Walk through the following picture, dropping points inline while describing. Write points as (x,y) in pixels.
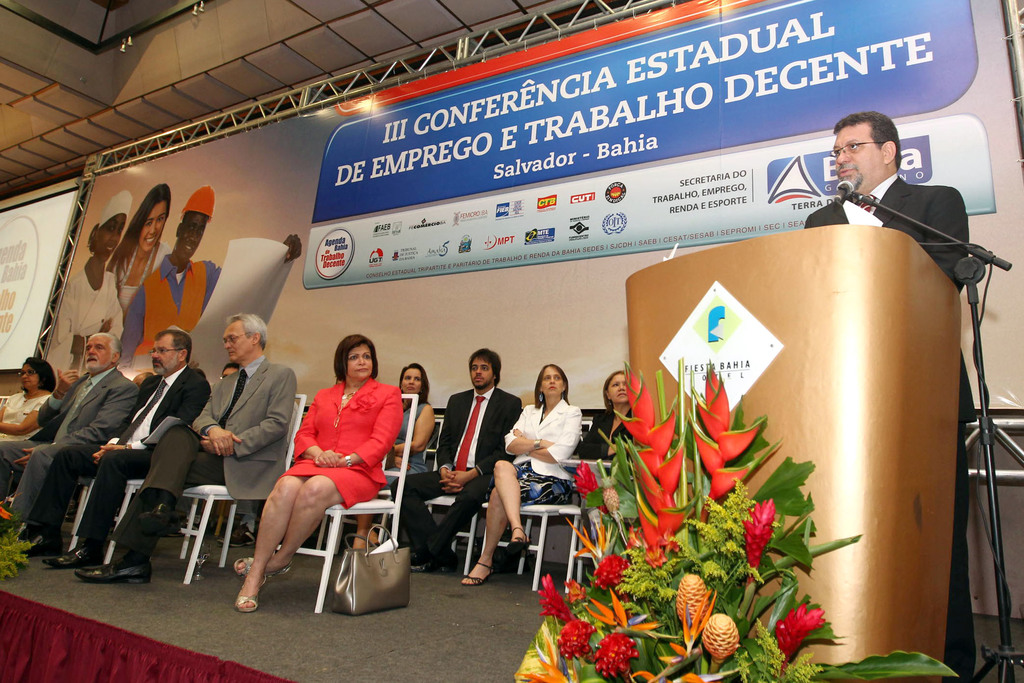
In this picture I can observe some people (308,430) sitting in the chairs (371,499) on the stage (226,612). There are men (131,400) and women (524,437) in this picture. On the right side (741,607) I can observe a bouquet (646,621) and a person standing in front of a podium (826,465). In the background (299,266) I can observe a poster (236,290). There is some text (486,139) on the poster (468,226).
